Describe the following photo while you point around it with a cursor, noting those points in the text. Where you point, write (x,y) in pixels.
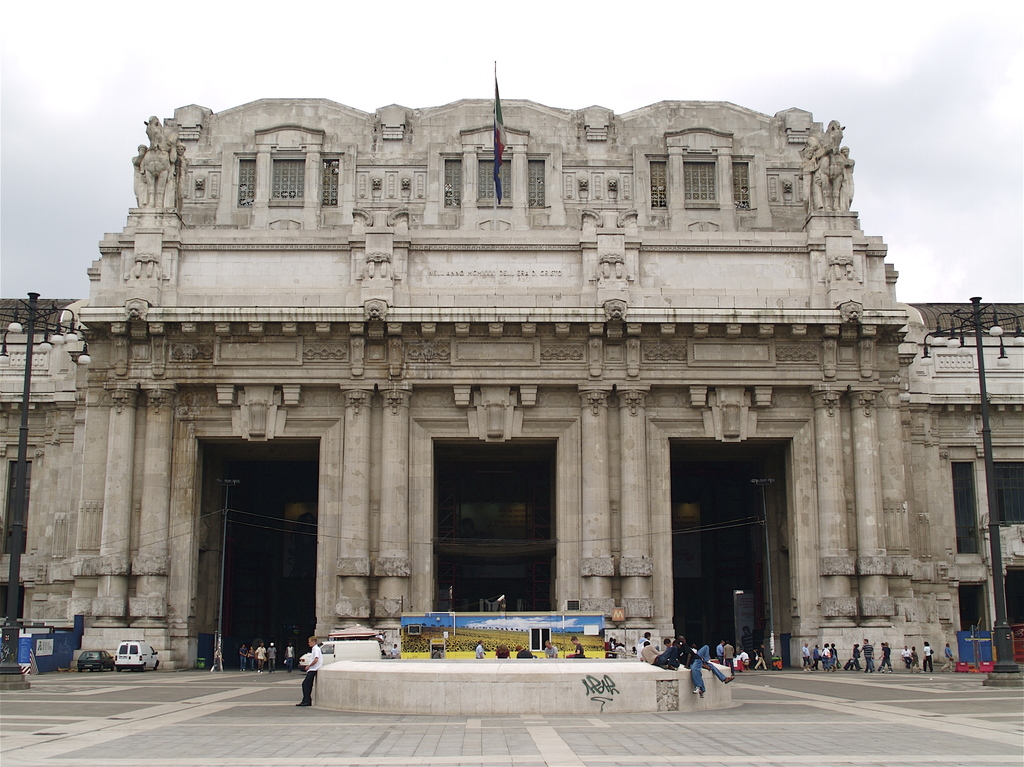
In this image I can see the ground (464,723), few persons (307,680) standing on the ground (808,690), few vehicles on the ground (299,716), two black colored poles (1006,664), few blue colored bins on the ground (81,691), a banner (474,646) which is yellow and blue in color and a building (407,452) which is cream and brown in color. I can see a flag (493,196) to the building (466,216) and in the background (172,109) I can see the sky (953,102).
